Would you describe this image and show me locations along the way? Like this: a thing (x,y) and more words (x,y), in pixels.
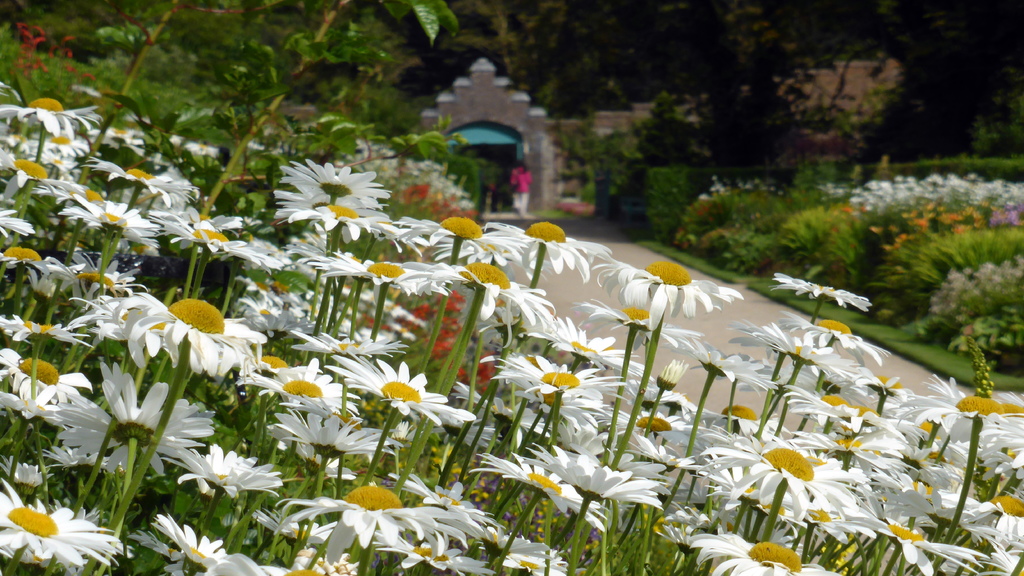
In this image we can see flowers (630,317), plants (776,372), trees (619,77), also we can see a person (518,169), and the arch (548,163).
